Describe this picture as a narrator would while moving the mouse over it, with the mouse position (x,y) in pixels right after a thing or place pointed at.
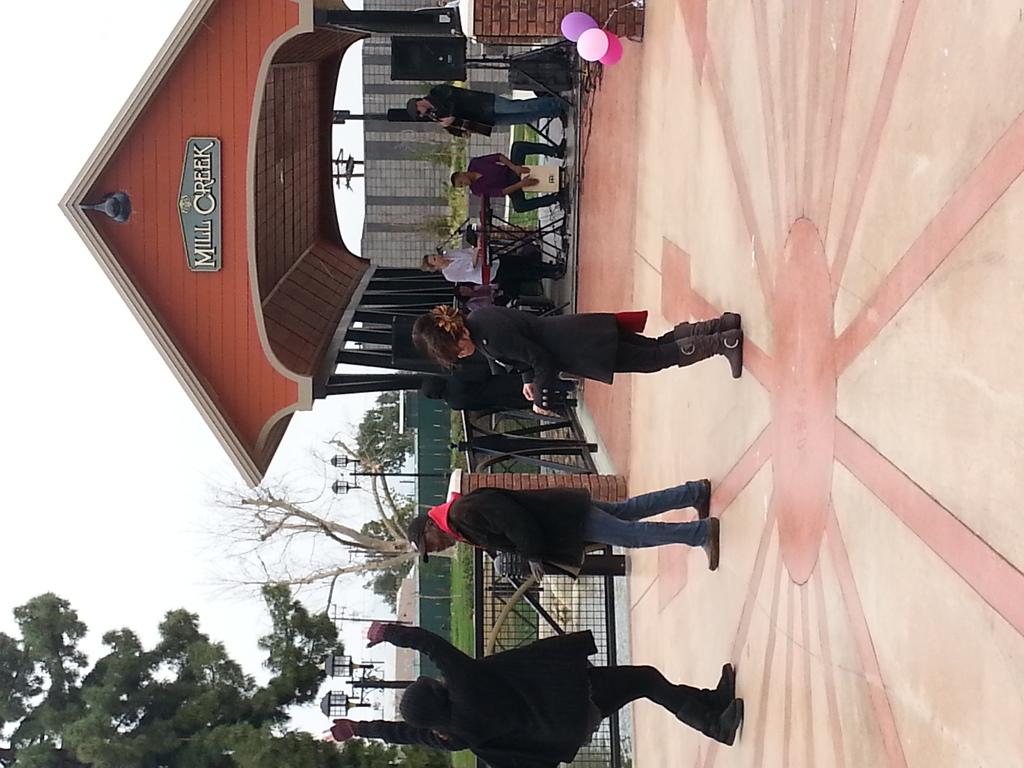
This picture is in leftward direction. In the center (355,295) there is a arch (401,314) with pillars (426,19) and text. Before it there are people (523,742) wearing black jackets (502,725) and dancing. Below the arch (279,152) there are people (500,293) playing musical instruments (487,218). A person (496,118) at the top (510,114) wearing a black jacket (474,91) and holding a guitar (476,126). Before him there are balloons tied to the wall (480,19). At the bottom (165,692) there is a tree (90,752).
